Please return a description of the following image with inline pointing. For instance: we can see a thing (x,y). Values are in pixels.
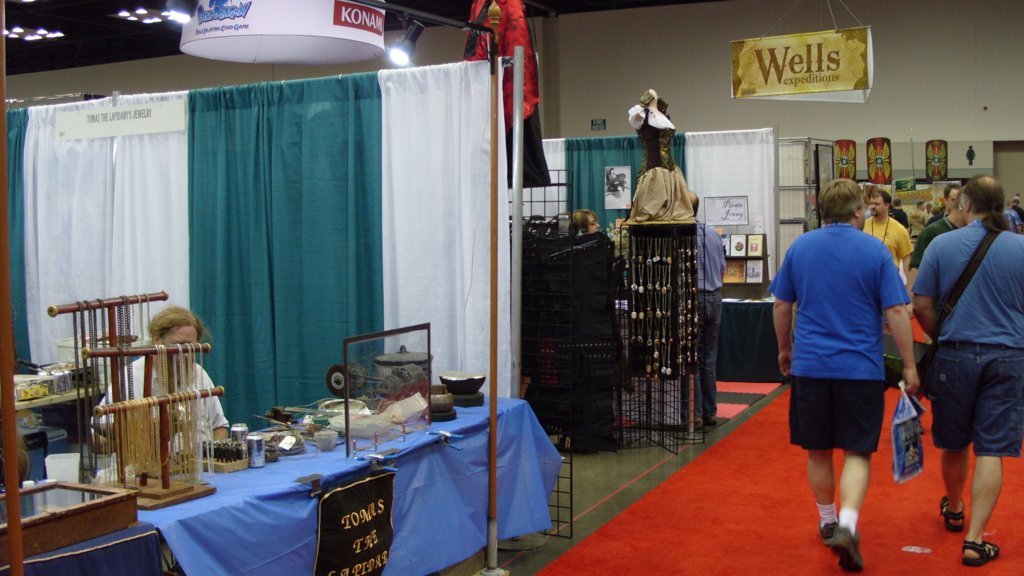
In this image we can see few people (845,314) walking on the right side (815,245). On the floor (702,439) there is red carpet (753,428). On the left side (218,405) there is a person (181,338) sitting. There are tables (166,518). On the tables (265,462) there are many items (191,406). Also there is something written on a board (342,519). There is a stand (491,193) with a board (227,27). On the board (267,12) something is written. On the ceiling (160,7) there are lights (413,23). Also there are curtains (485,131). In the back (579,245) there are many items (875,149). Also there is a mannequin (640,160) with a dress (656,169) on a stand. And there is a board (789,63) hanged. On that something is written.
